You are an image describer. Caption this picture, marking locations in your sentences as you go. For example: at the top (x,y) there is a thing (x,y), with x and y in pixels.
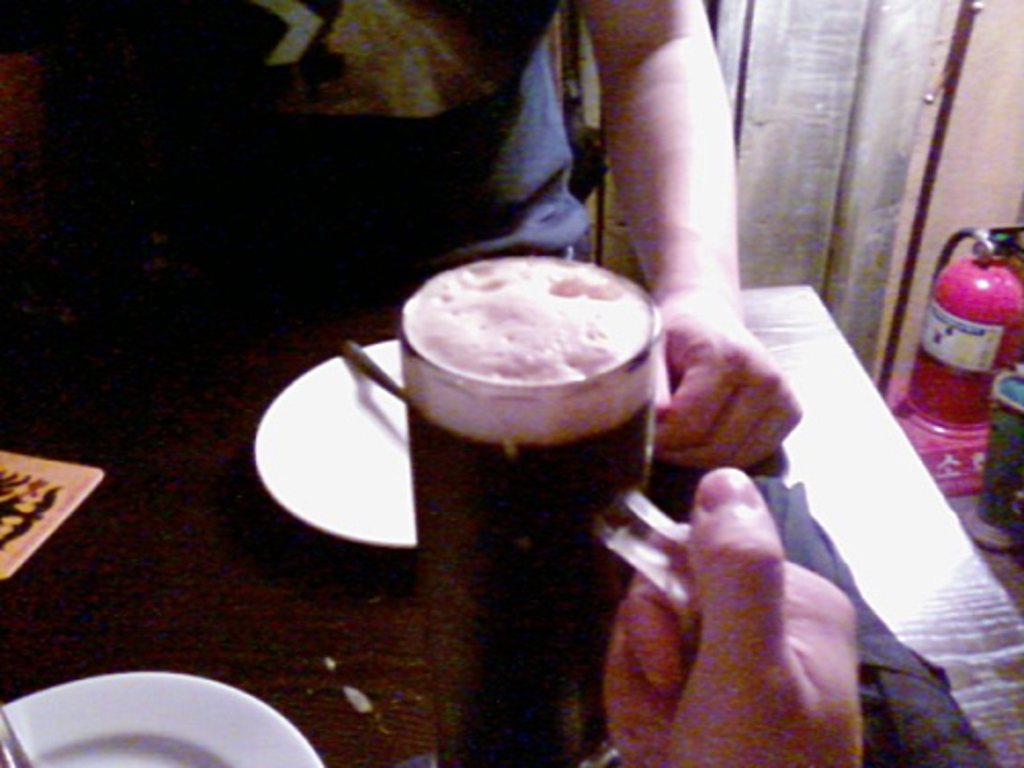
In this image I can see a brown colored table (153,569) and on the table (118,575) I can see two plates (345,497) which are white in color, a glass (584,435) and I can see a person (437,131) sitting on a chair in front of a table (179,552) and a person's hand (684,736) holding a glass (537,571). To the right side of the image (961,436) I can see few other objects (965,397) which are pink and green in color.
